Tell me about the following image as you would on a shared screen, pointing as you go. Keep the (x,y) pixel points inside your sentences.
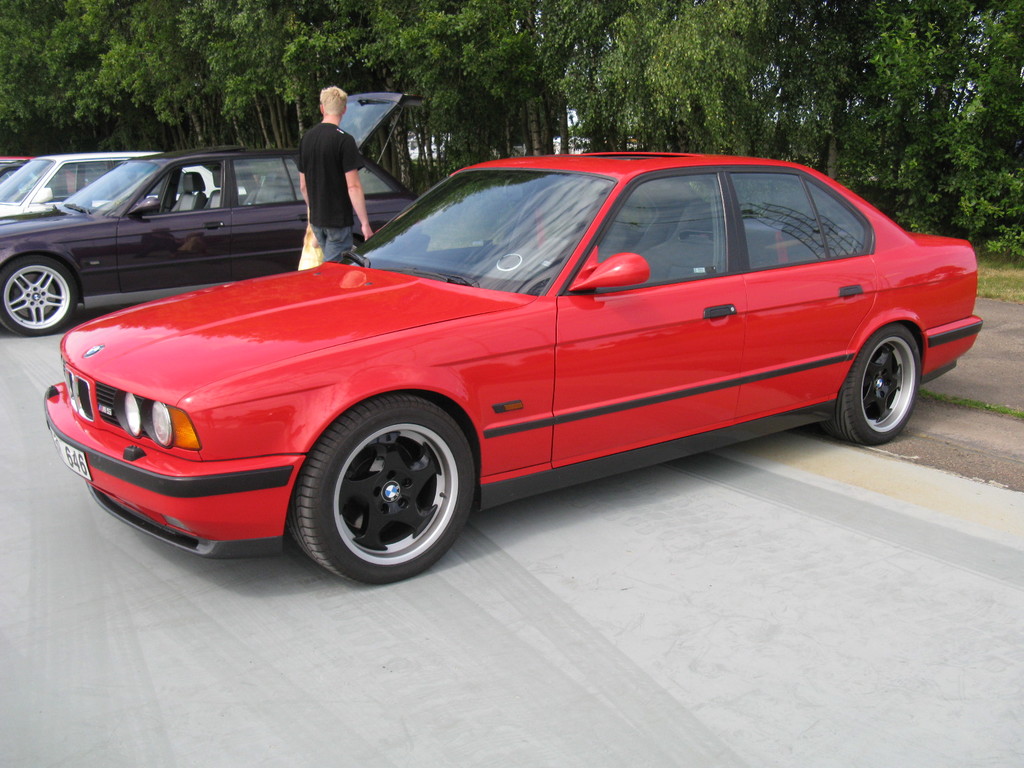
In this image there are cars (350,300) on the road (531,660). Beside the cars (242,232) there is a person (350,239) standing by holding the cover (307,252). At the background (664,139) there are trees (543,53).
